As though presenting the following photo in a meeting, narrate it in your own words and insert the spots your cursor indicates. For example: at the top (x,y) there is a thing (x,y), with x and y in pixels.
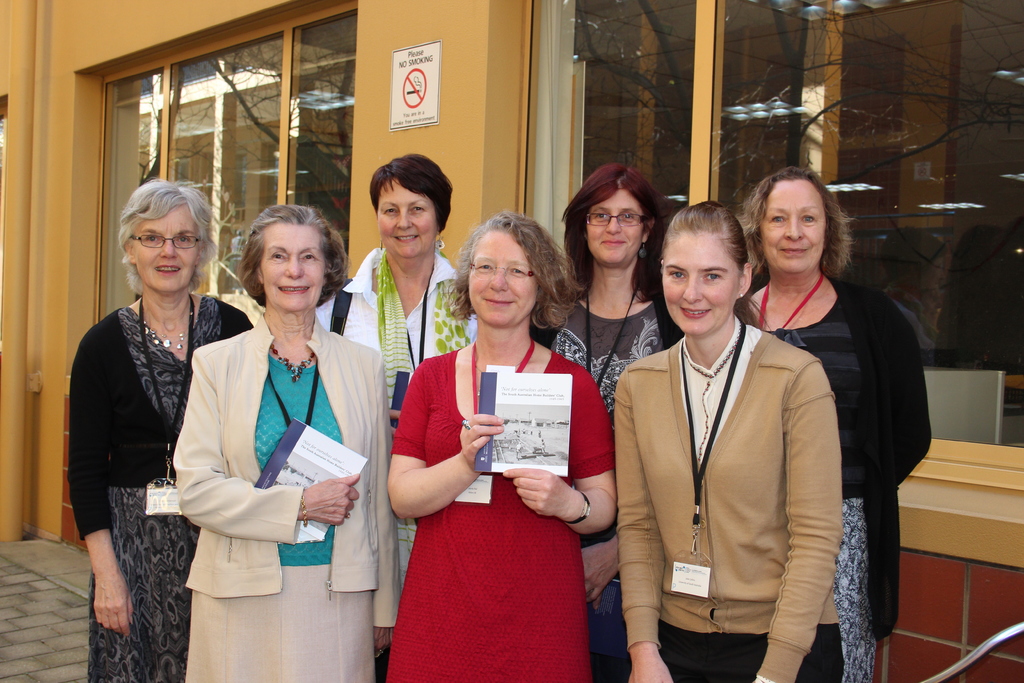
In this picture we can see there is a group of women (391,337) standing and two women (271,512) holding some objects (347,463). Behind the people (392,365), it looks like a building (436,152) and on the building (442,100) there are glass windows (237,84) and a signboard (419,81). On the glass windows (207,101) we can see the reflection (182,93) of trees (238,96) and a building (248,137). Inside the building (671,115), those are looking like ceiling lights (946,209).
